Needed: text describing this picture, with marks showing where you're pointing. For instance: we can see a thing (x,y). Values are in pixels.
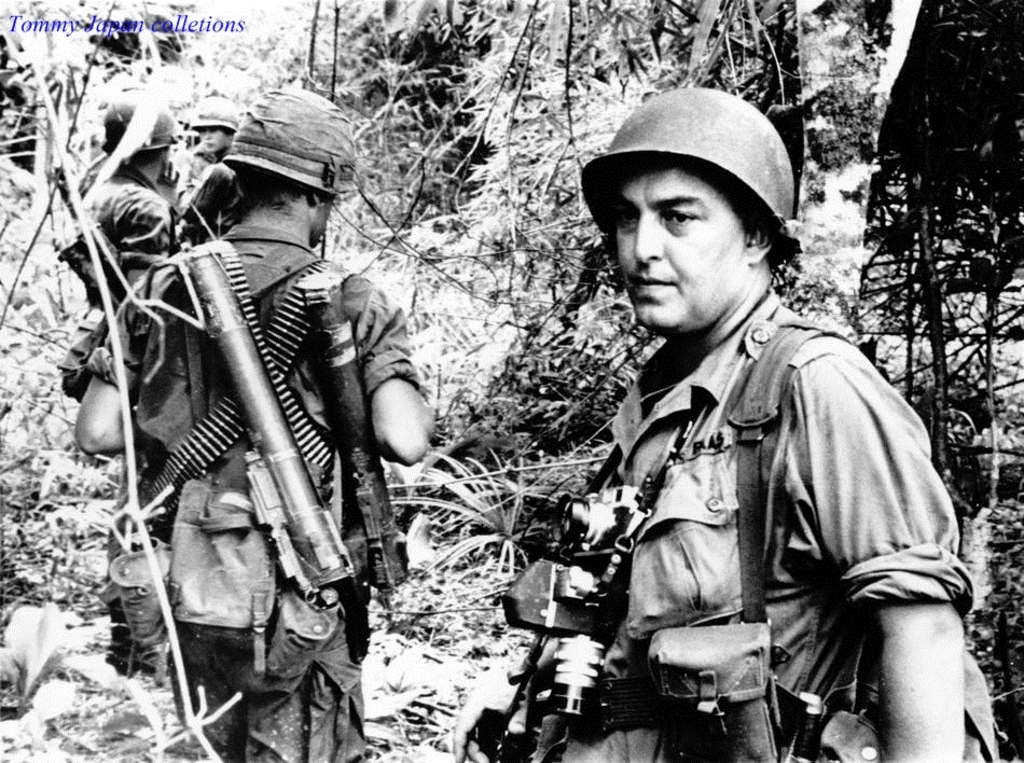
This is a black and white image. In the center of the image (681,338) there are two persons (217,747) wearing helmets (317,137) and carrying equipment (551,627). In the background of the image (759,64) there are trees (532,82).
